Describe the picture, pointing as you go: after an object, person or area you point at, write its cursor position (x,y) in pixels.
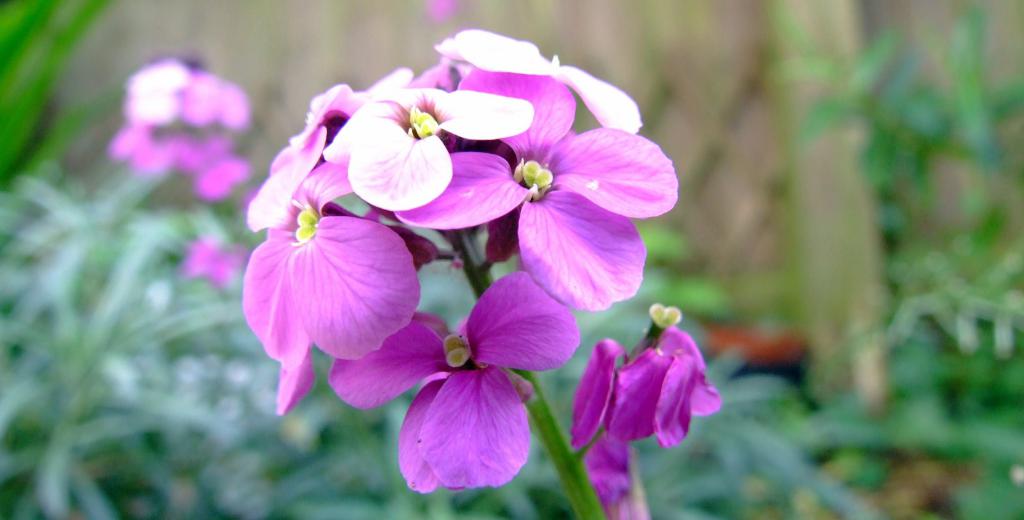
Here I can see few flower plants (336,241). The flowers (374,251) are in pink and white colors. The background (704,51) is blurred.
